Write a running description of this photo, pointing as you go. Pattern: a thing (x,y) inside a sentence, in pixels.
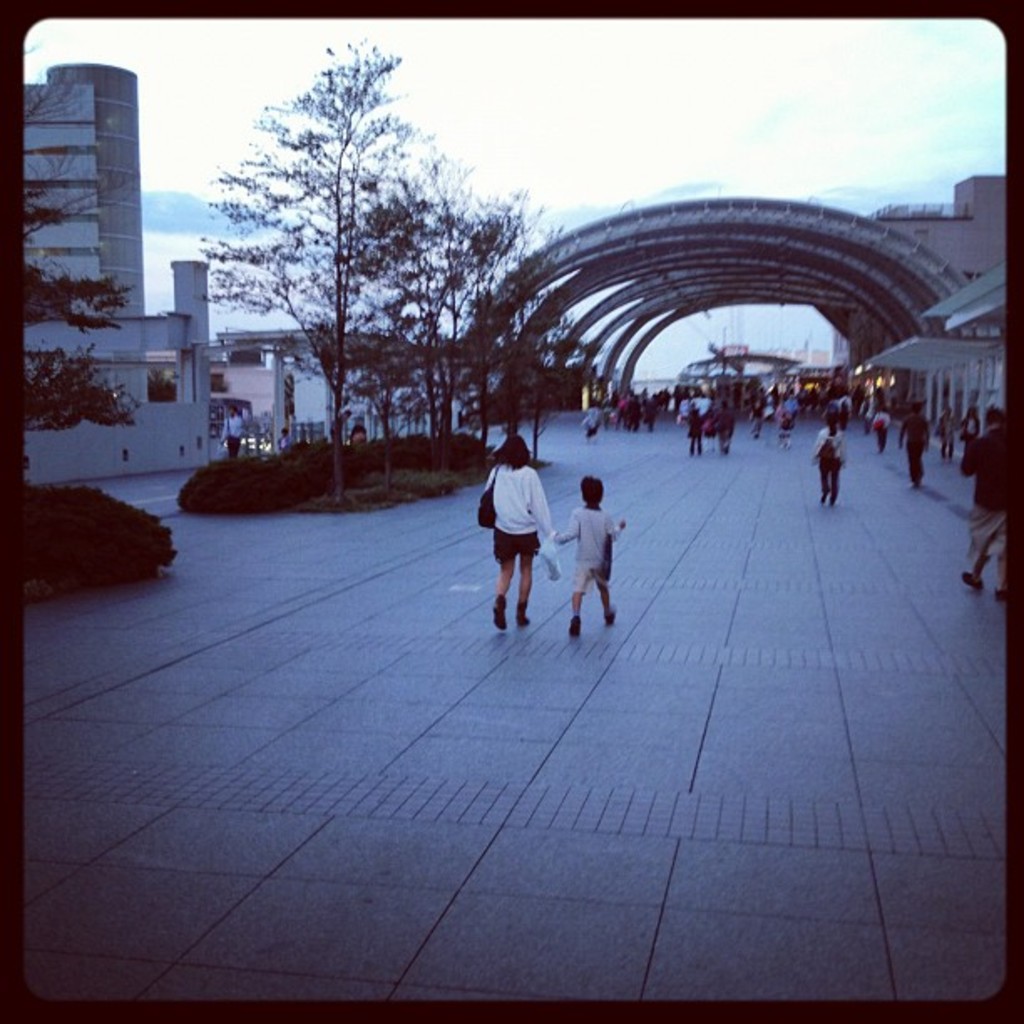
This is an edited image. I can see groups of people (535,521) walking. There are trees (334,465), bushes (200,503) and buildings (88,225). In the background (463,111), there is the sky (571,125).
